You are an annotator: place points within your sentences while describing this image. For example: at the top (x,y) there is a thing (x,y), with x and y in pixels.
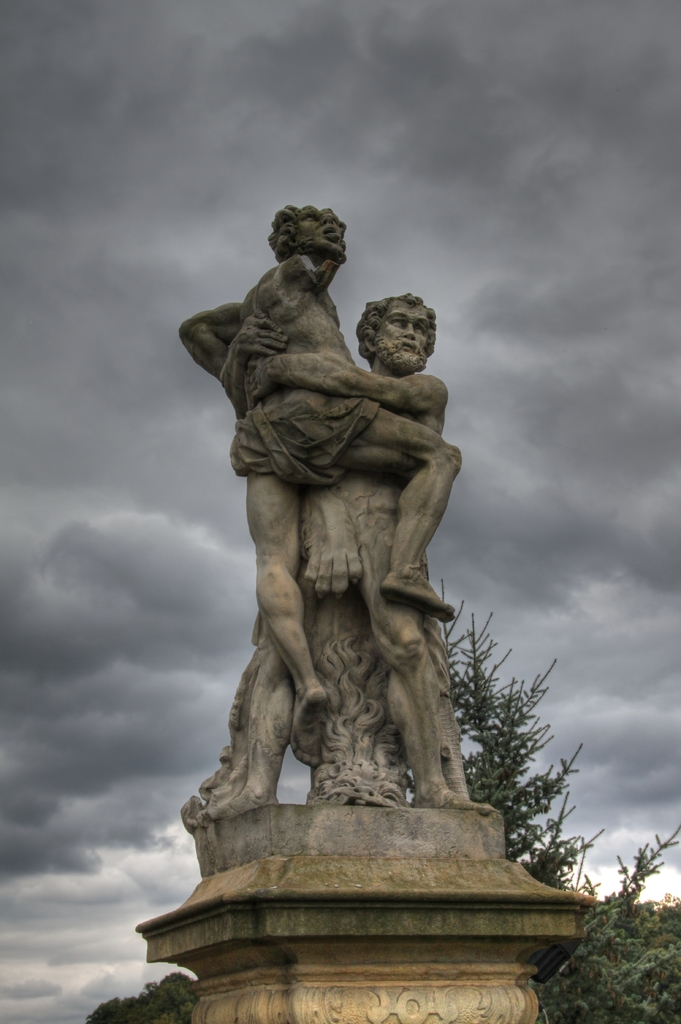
In this picture we can see a statue (411,510), trees (592,997) and in the background (103,216) we can see the sky (171,388) with clouds (54,694).
